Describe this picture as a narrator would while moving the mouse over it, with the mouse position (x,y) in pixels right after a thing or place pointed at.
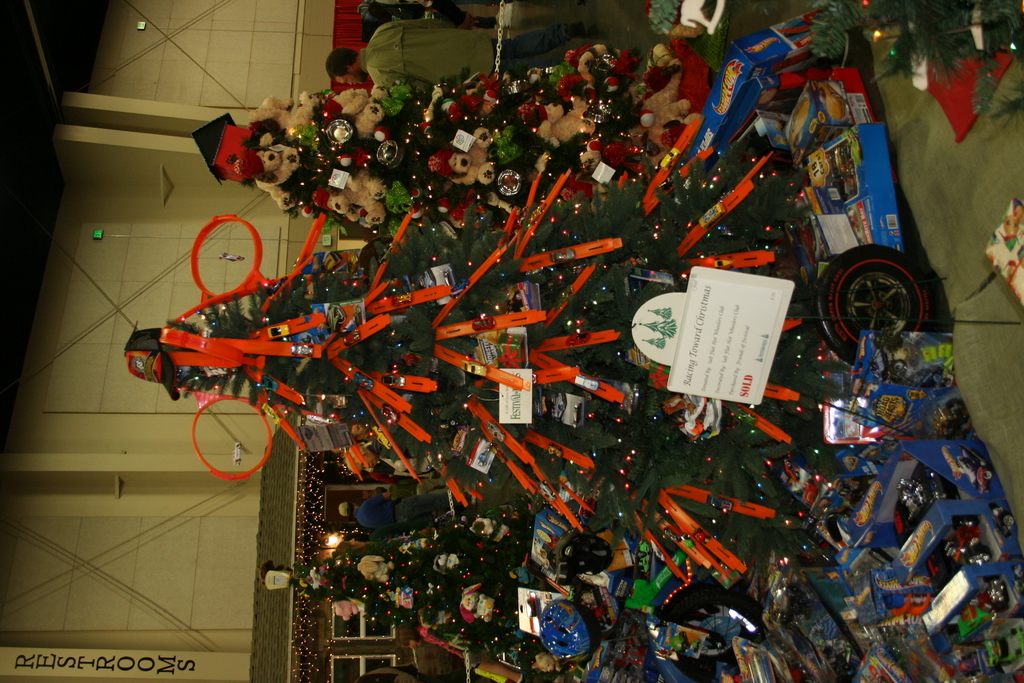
We can see Christmas trees (442,392) with decorative items (573,526), board (758,331) with stand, cards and toys (986,548) in boxes (945,584). In the background (461,11) we can see people (512,43), chain (498,47), wall (174,104), wires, lights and windows (338,638).
